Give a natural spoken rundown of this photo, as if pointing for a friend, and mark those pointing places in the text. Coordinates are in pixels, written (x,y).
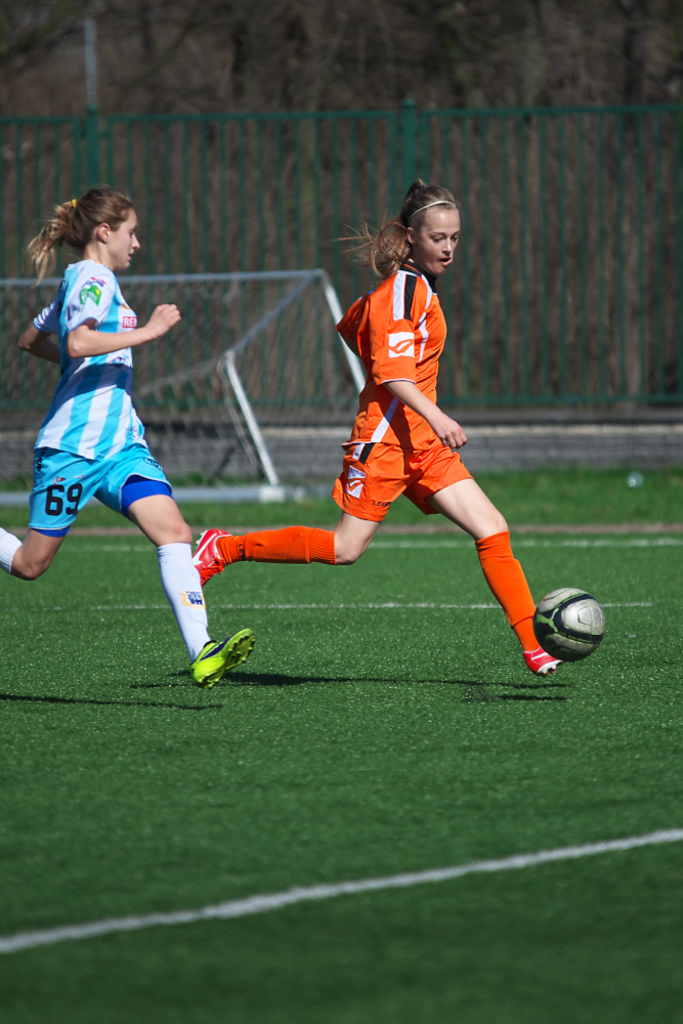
In this image there are two girls (363,412) who are playing the football (592,631) in the ground (417,759). At the background (264,398) there is a goal post (240,349) and a fencing (293,184) behind it.
